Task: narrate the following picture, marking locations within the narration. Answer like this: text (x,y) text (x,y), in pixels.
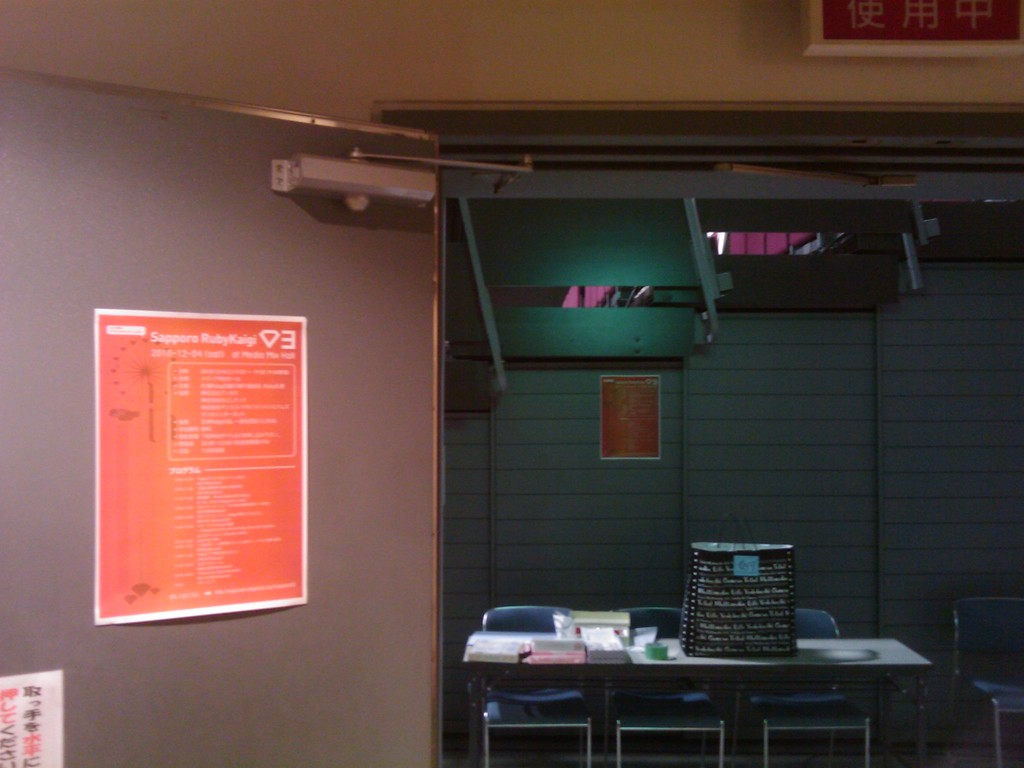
This picture is taken inside the room (374,445). In this image, on the left side (283,558), we can see a poster (266,550) which is attached to a wall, on the poster (254,471), we can see some text (229,452) written on it. In the middle of the image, we can see table (814,658) and chairs (809,631), on the table (836,655), we can see a carry bag (719,576) and few books (495,658). On the right side (1008,613), we can also see a chair (995,629). In the background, we can see a door (782,449). In the background (846,466), we can also see a photo frame (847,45) which is attached to a wall (856,477).
